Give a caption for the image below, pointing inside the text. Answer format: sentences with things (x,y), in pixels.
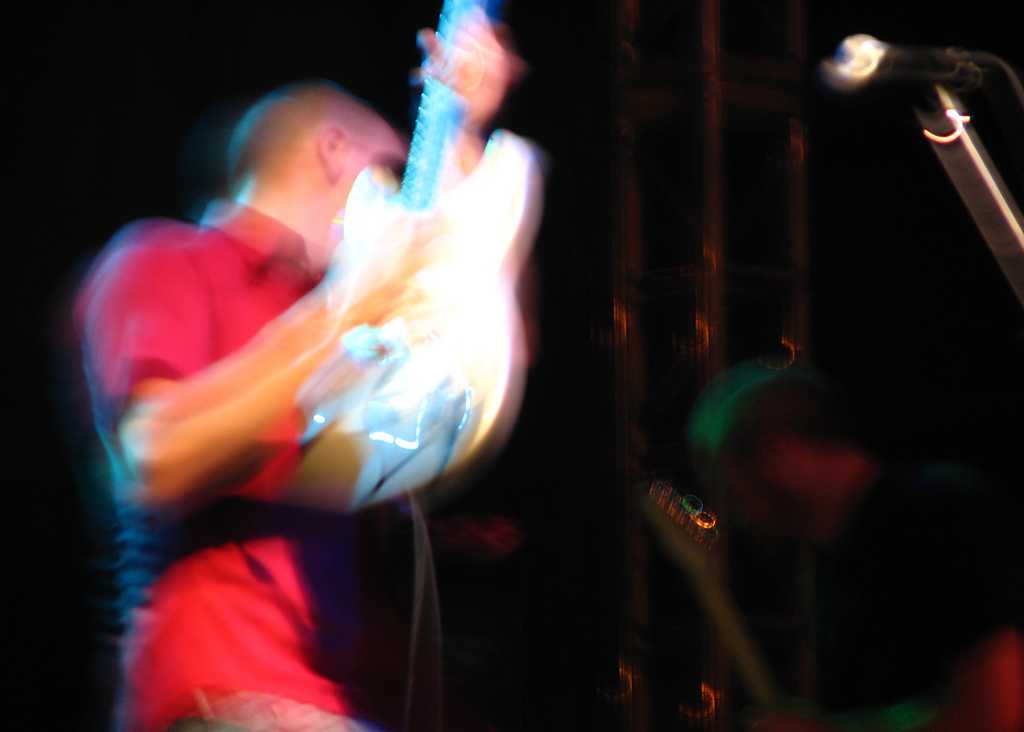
In this picture we can see man (284,639) holding guitar (481,250) in his hands (492,71) and in background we can see some more persons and it is blurry.
